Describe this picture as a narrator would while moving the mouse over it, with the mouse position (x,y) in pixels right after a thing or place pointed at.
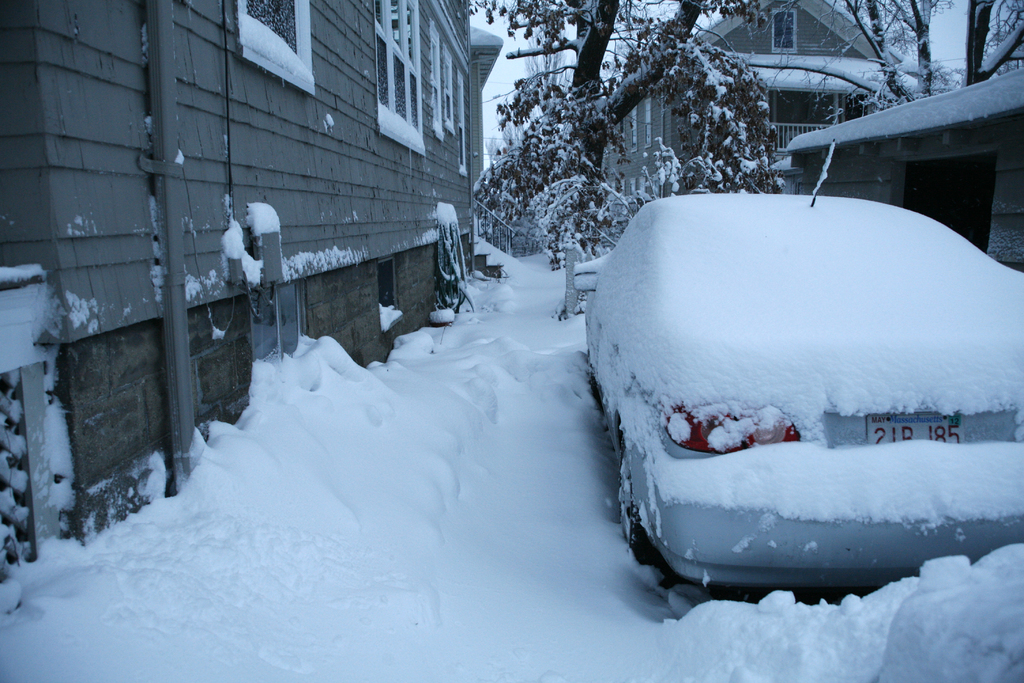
In this picture we can see a car (662,416) and snow (408,438), beside to the car (679,440) we can find few houses (917,161) and trees (579,155).
